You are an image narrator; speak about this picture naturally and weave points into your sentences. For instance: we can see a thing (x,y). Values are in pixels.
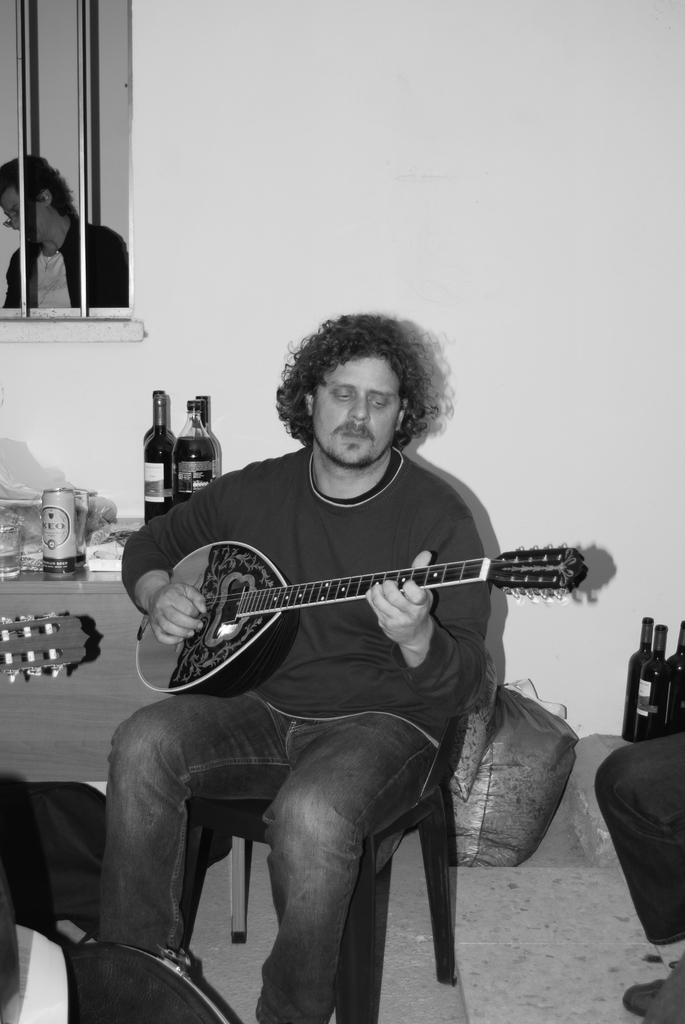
In the middle of the image (230,485) a man (378,451) is sitting and playing guitar (181,576). Behind him there is a wall (442,73). Top left side of the image (93,149) there is a window (22,13). Through the window (83,180) we can see a person (49,204).
